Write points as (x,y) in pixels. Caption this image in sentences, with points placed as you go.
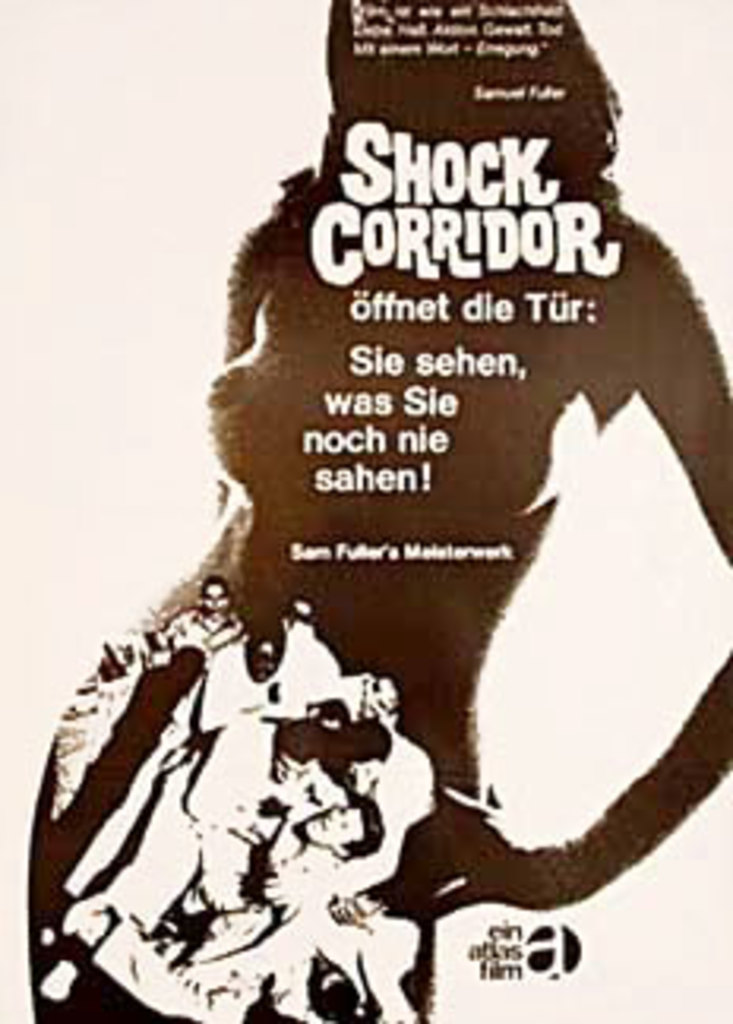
In this image, we can see a poster (465,323) of a person (411,464) having some text (410,475).
